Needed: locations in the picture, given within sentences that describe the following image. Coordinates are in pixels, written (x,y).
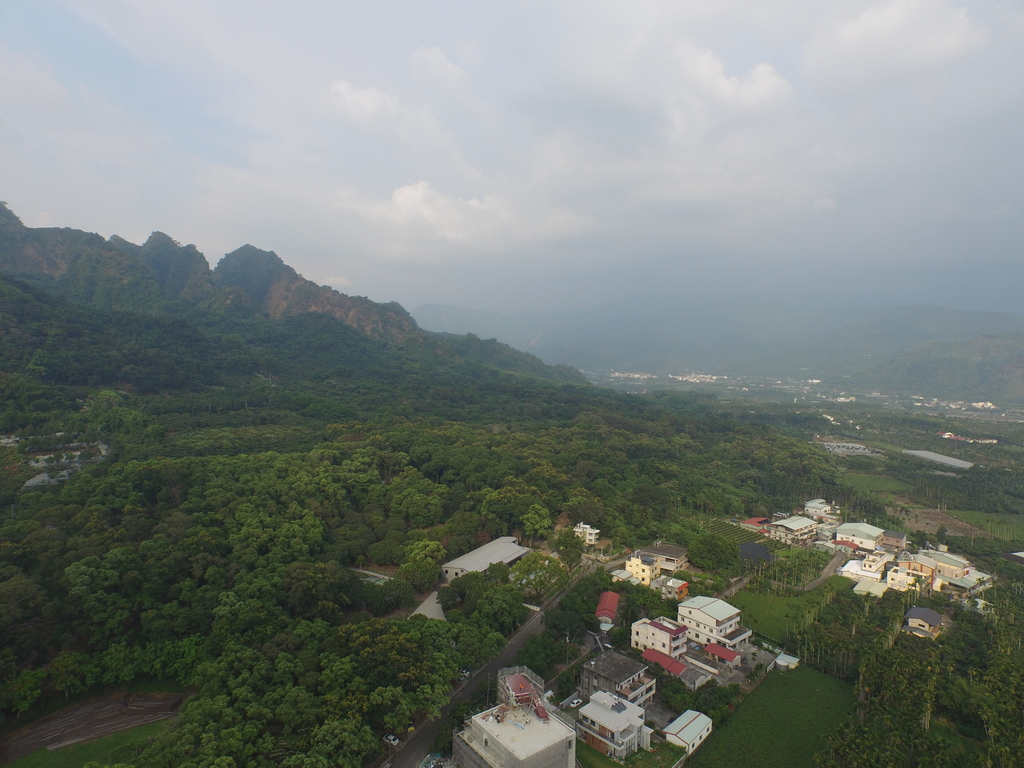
In this image I can see many buildings (609,606) and trees (232,501). In the background (232,333) I can see the mountains (341,380), clouds (502,73) and the sky (432,118).
